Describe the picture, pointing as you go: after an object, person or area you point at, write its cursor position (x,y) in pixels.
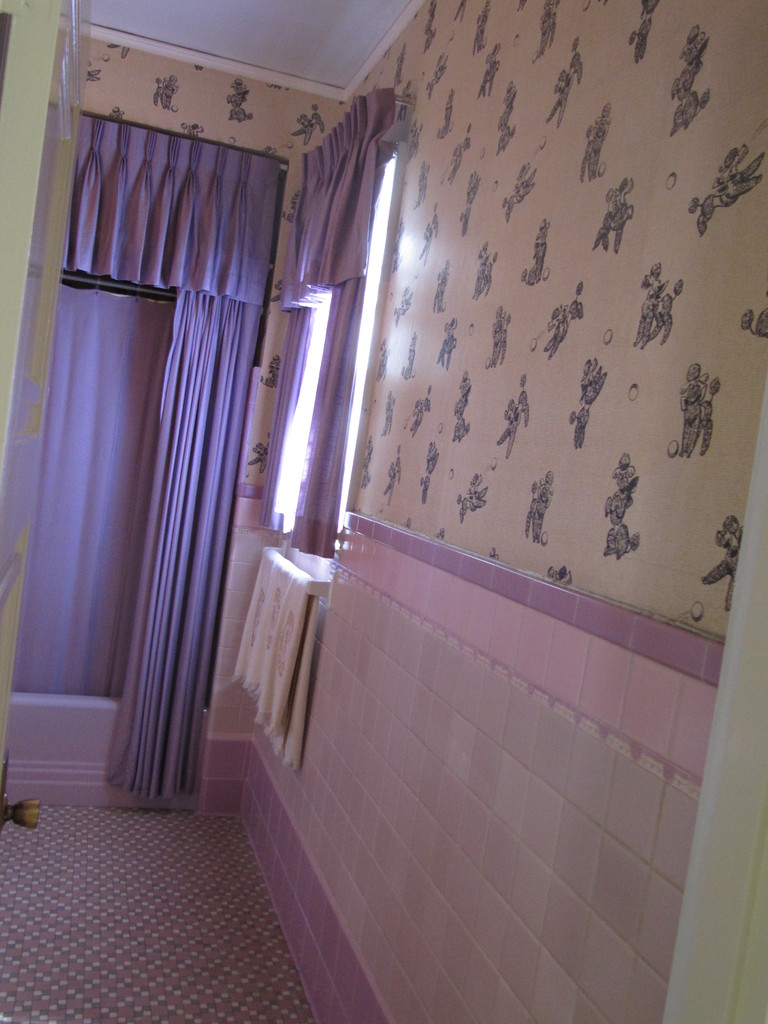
This is an inside picture of the room (190,452), we can see some curtains (306,507), window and the wall (492,819) with some design (751,320).
